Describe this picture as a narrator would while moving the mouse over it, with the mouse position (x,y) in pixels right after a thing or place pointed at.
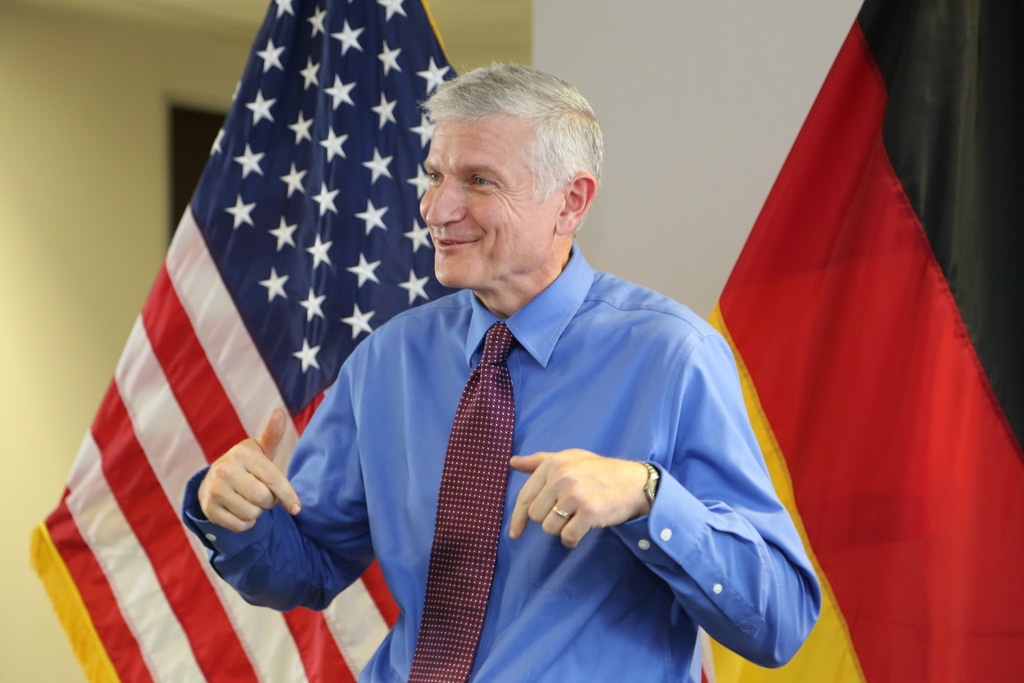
In front of the image there is a person (497,286) with a smile (456,236) on his face (494,247), behind the person (576,196) there are flags (351,166), behind the flags (303,139) there is a door (204,136) and walls (142,143).
